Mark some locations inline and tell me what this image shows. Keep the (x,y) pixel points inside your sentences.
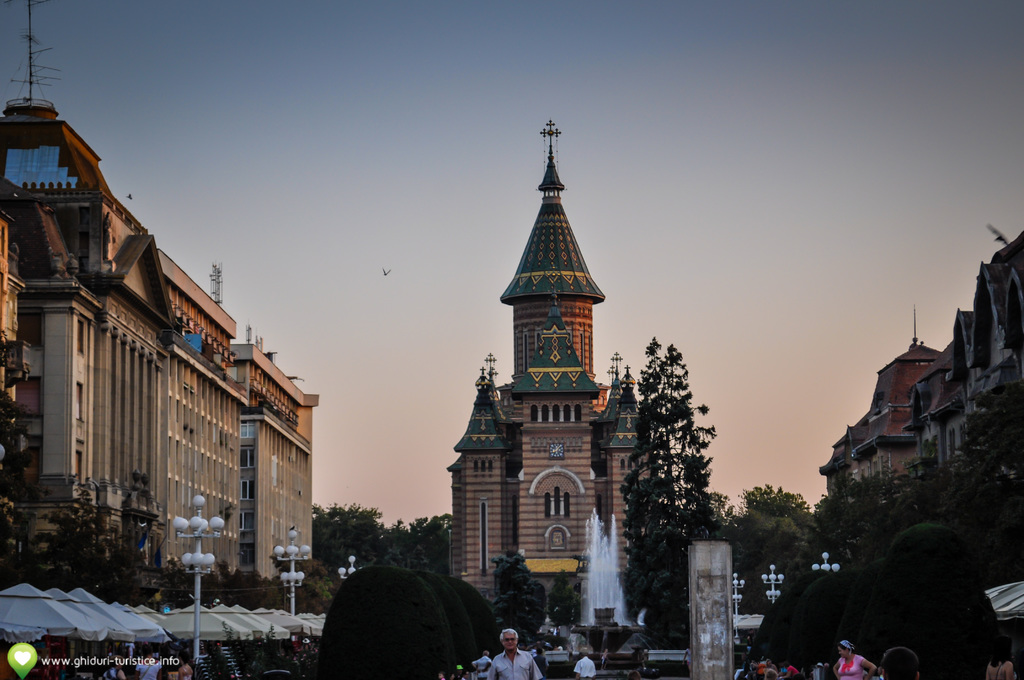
In this image there are a few people (515,653) walking, behind them there are lamp posts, trees (748,594), fountains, tents (226,630), bushes (414,615) and buildings (181,381), at the bottom of the image (118,660) there is some text (86,660).
